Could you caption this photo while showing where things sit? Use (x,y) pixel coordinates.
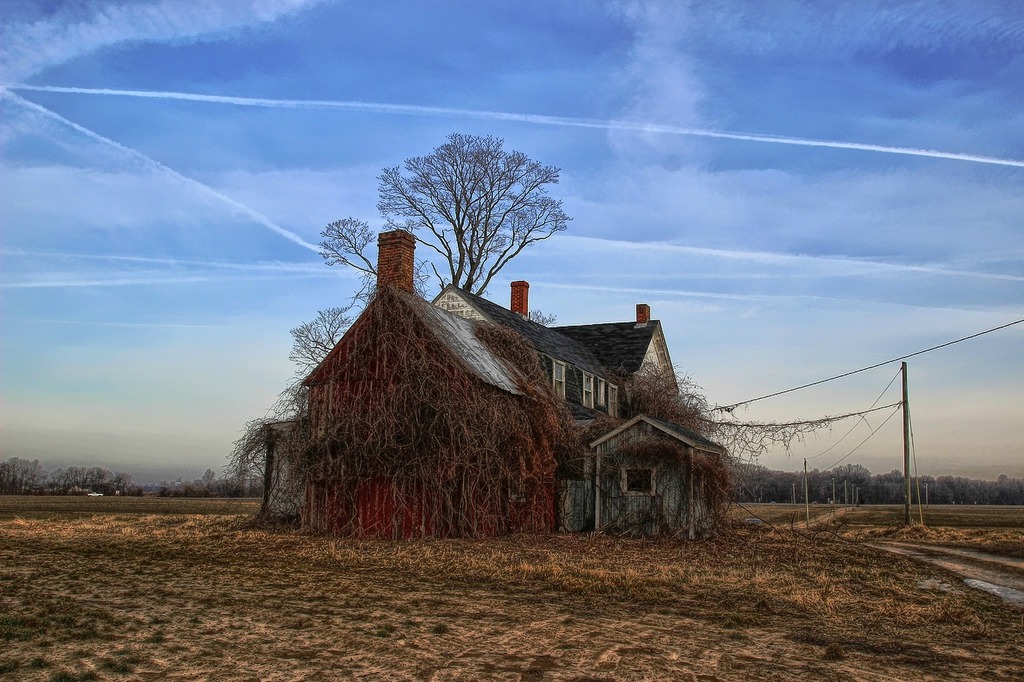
In the middle of the picture (478,377), we see the building (616,501) in red color with a grey color roof (601,337). This building (613,363) is covered with creeper plants (536,423). Behind that, there are trees (340,314). At the bottom (557,602), we see the grass (674,612). On the right side (822,424), we see poles (907,439) and wires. There are trees (779,478) in the background (92,484). At the top (325,132), we see the sky (251,217), which is blue in color.
